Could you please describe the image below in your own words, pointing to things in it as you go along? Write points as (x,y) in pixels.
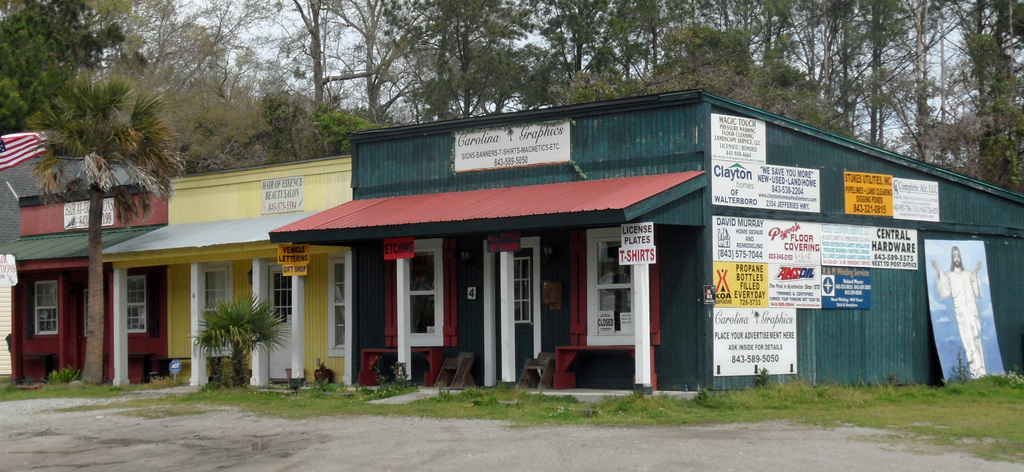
In this picture I can see buildings (585,271), there are boards (178,364), plants (248,328), grass (600,399), there is a flag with a pole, and in the background (402,103) there are trees (425,62) and the sky (342,103).
